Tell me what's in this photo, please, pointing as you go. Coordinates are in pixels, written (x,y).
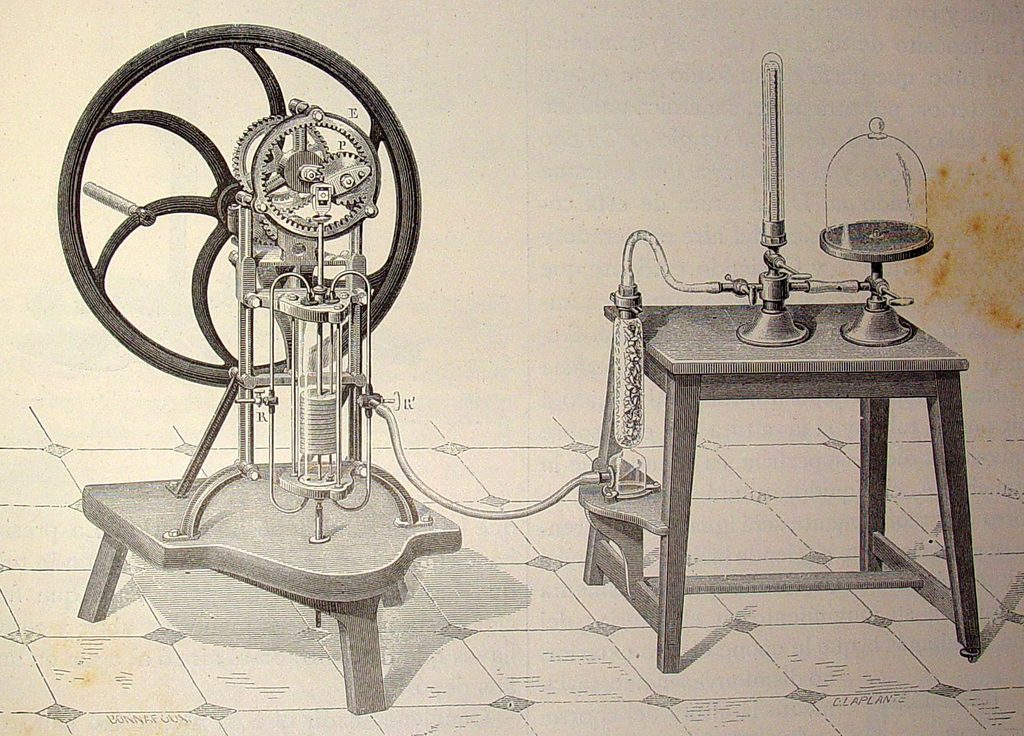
In this picture we can see two tables (236,512), on this table (824,352) we can see two test tubes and a flask (884,221), on this table (254,512) we can see a wheel (204,200) and gears (295,228), at the bottom (612,640) there are some tiles (600,633).
